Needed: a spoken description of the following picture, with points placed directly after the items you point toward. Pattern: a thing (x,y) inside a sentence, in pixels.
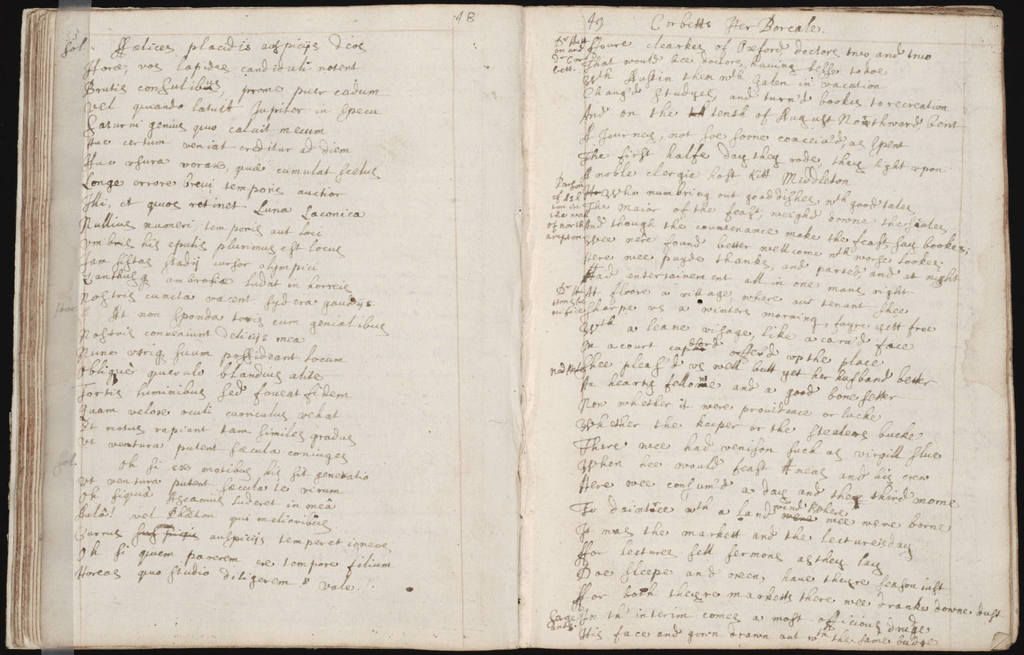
There is an open book (82,505) on which something is written.
